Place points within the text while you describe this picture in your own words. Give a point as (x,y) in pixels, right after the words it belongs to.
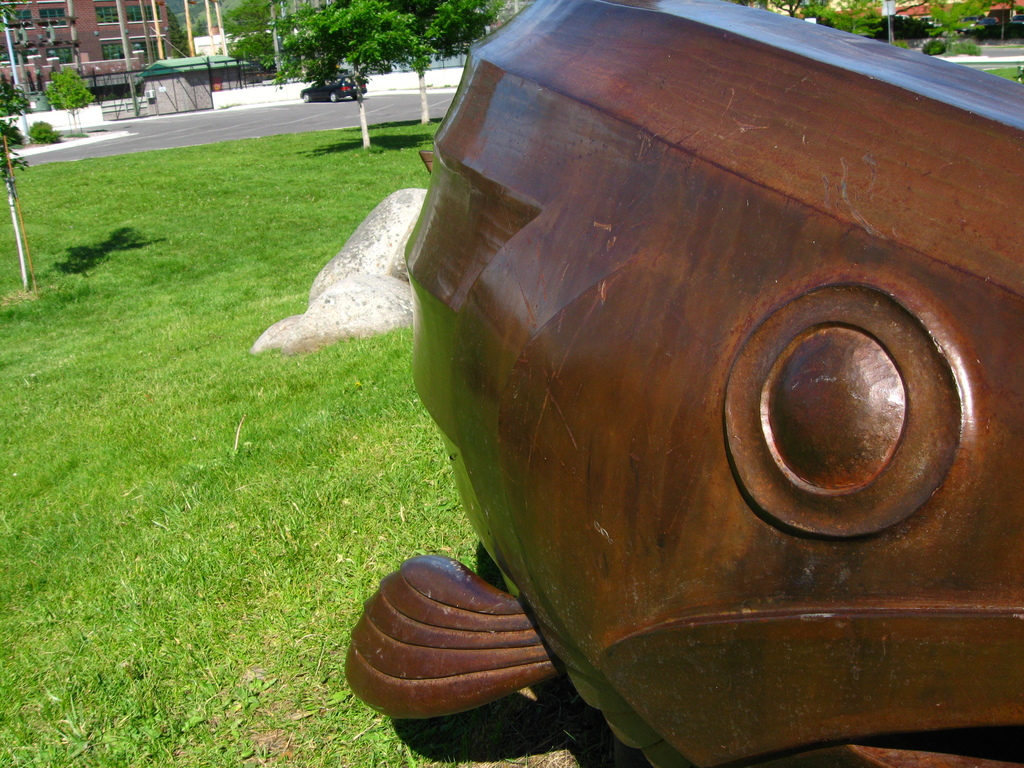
In this image, I can see a wooden object (488,473) and rock (314,301) on the grass (233,411). At the top of the image (202,72), there is a building (90,35), a car (318,87) on the road (284,116), fence (258,87) and trees (428,35).
